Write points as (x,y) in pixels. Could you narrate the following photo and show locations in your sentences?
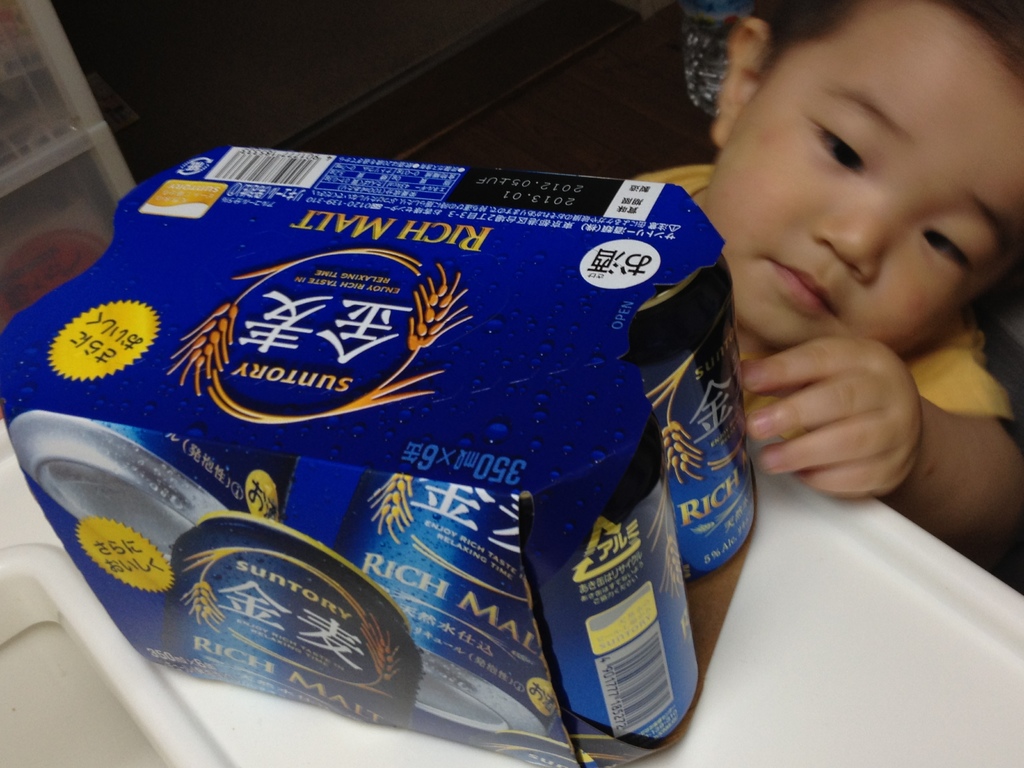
As we can see in the image there is a boy (863,300) wearing yellow color shirt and there is table (754,721). On table (325,710) there is box (354,330).
